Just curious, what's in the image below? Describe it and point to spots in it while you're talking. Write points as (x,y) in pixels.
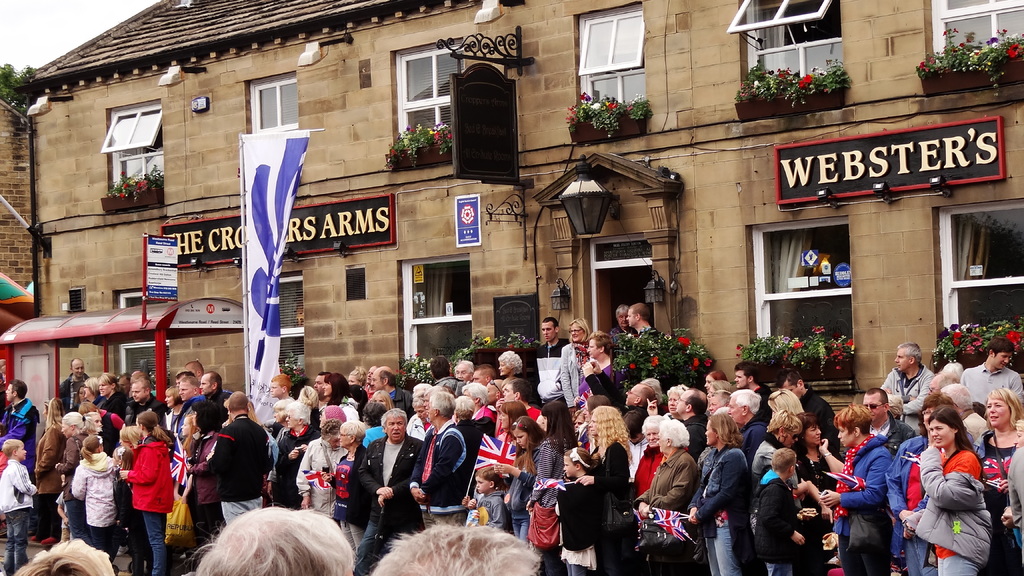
In the image there are many people (232,488) standing in front of building (439,211), there are many windows (429,70) to the wall (303,76) and a flag (282,153) hanging to it and above its sky (58,15).
